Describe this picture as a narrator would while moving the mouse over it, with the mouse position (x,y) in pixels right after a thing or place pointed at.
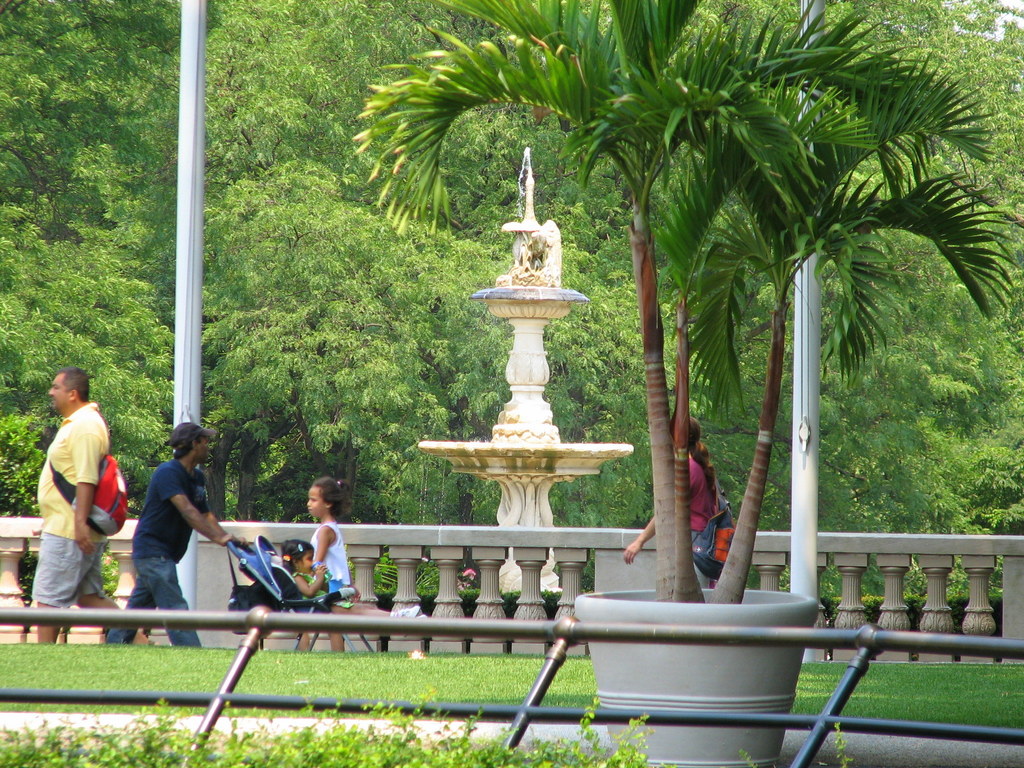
In this picture we can see rods (616,714), plants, pot (659,675) and grass (199,668). There are people (52,563) walking and we can see a kid (293,574) sitting in a stroller (279,579) and we can see railing (886,581), poles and water fountain (551,317). In the background of the image (985,50) we can see trees (502,158).
